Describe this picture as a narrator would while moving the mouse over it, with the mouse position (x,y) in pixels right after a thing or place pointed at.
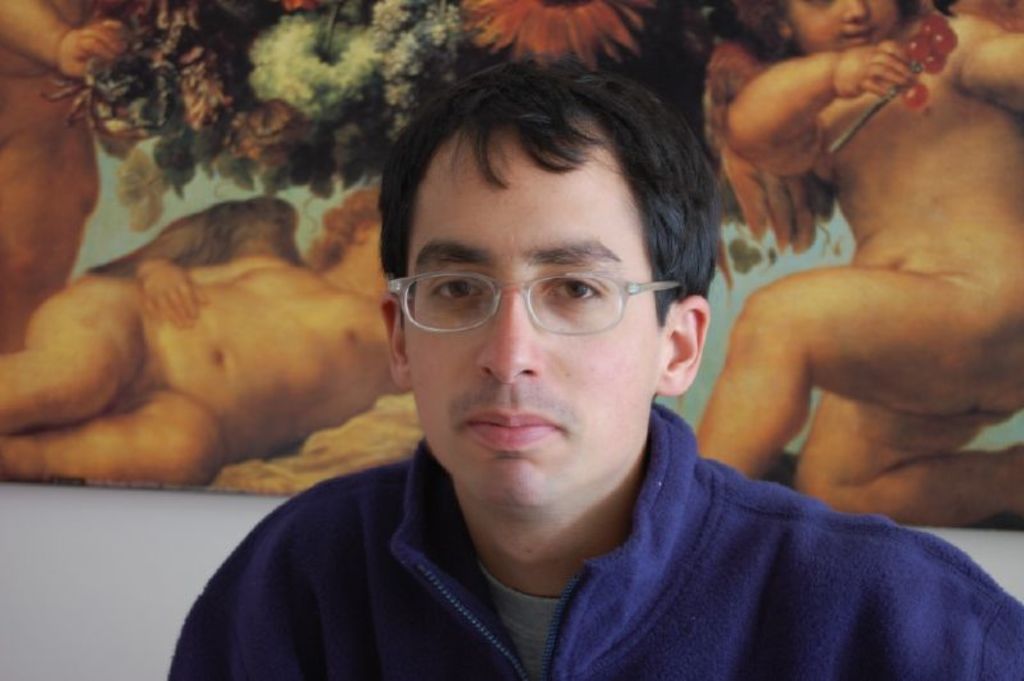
In this image there is a person (652,500) standing, behind him there is a wall (49,531) with poster (928,146) on it, where we can see there are some kids (82,346) holding fruits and also there are flowers (341,4) at the middle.
